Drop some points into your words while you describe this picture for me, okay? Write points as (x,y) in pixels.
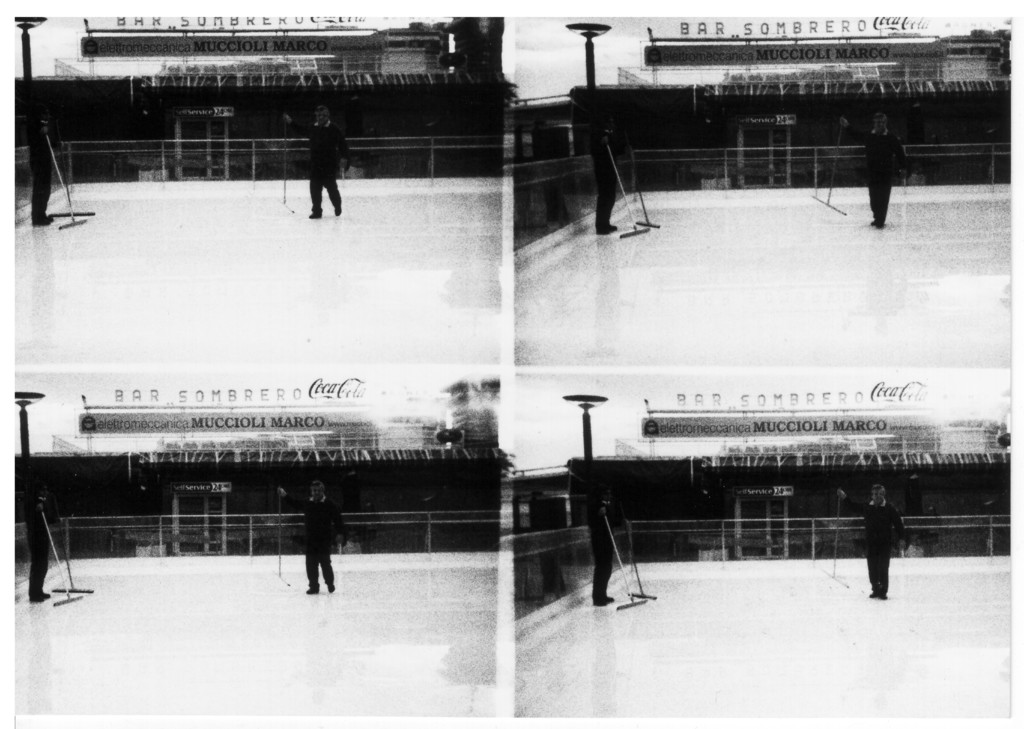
There is a collage image of four same pictures. In this image, we can see two persons (314,134) wearing clothes (41,156) and standing in front of the building (177,75).
